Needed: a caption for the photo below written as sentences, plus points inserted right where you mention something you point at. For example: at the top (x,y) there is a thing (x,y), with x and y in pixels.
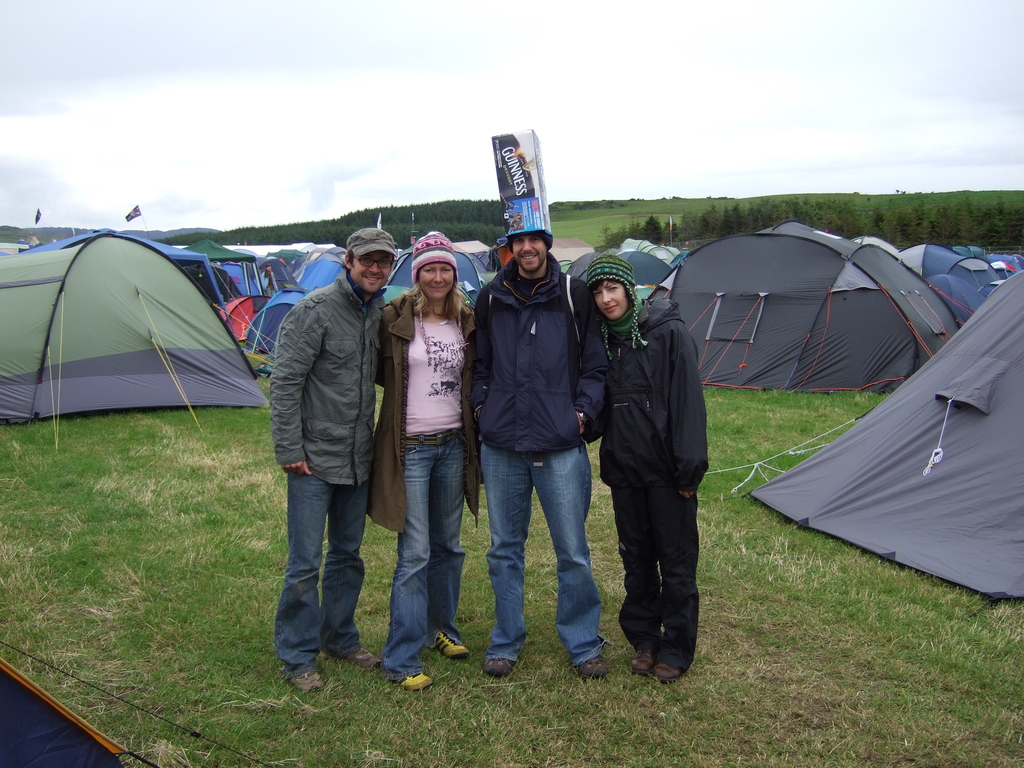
In this image, we can see four persons (510,456) are standing on the grass (550,685). They are watching and smiling. Background (973,301) we can see tents (997,538), trees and sky (587,134).
